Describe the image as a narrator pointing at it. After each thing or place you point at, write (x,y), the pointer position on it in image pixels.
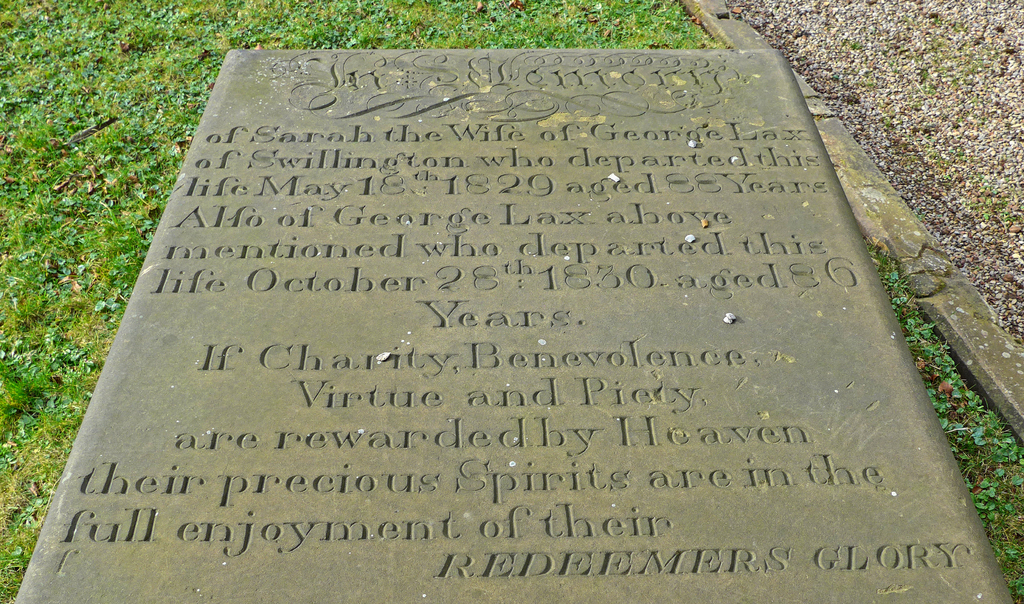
In this image I can see the memorial (484,372) with some text (408,223) on it. In the background (179,109), I can see the grass (606,31).
